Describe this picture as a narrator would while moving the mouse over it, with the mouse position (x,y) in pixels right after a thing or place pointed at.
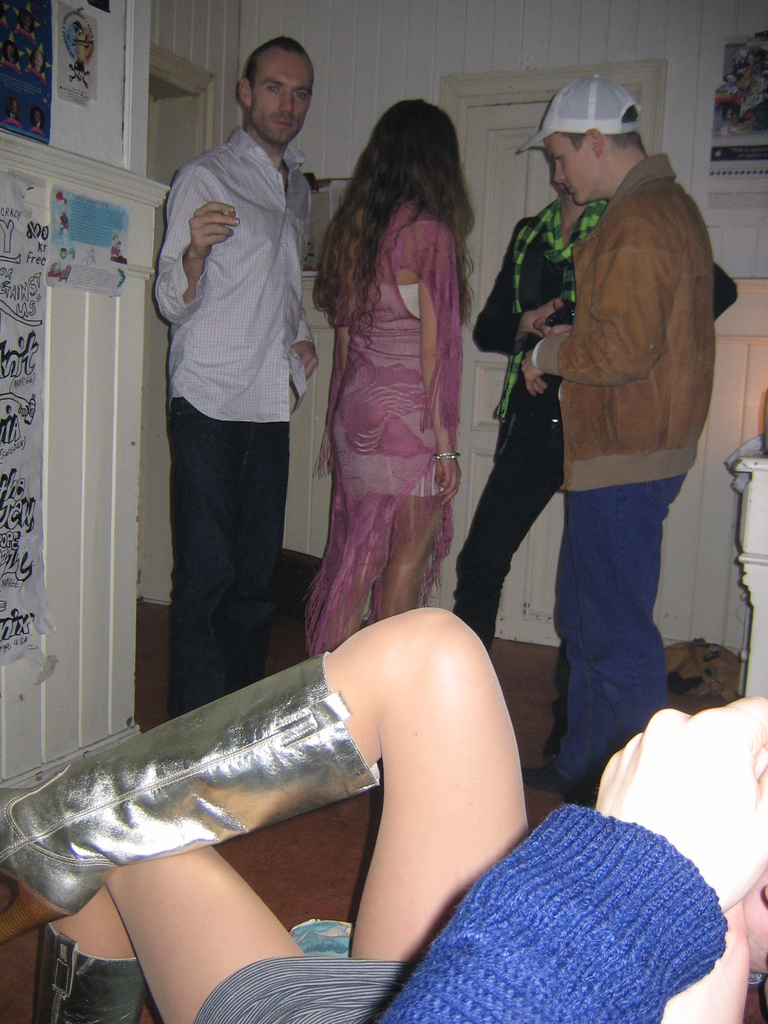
In this image in front (90,1011) there is a person (403,930) sitting on the chair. In front of her there are four people (494,289) standing on the floor (550,686). Behind them there is a door (560,494). On the backside (438,60) there is a wall (638,54) with the calendars (731,169) on it. At the left side of the image (162,222) there is another door (140,527).
